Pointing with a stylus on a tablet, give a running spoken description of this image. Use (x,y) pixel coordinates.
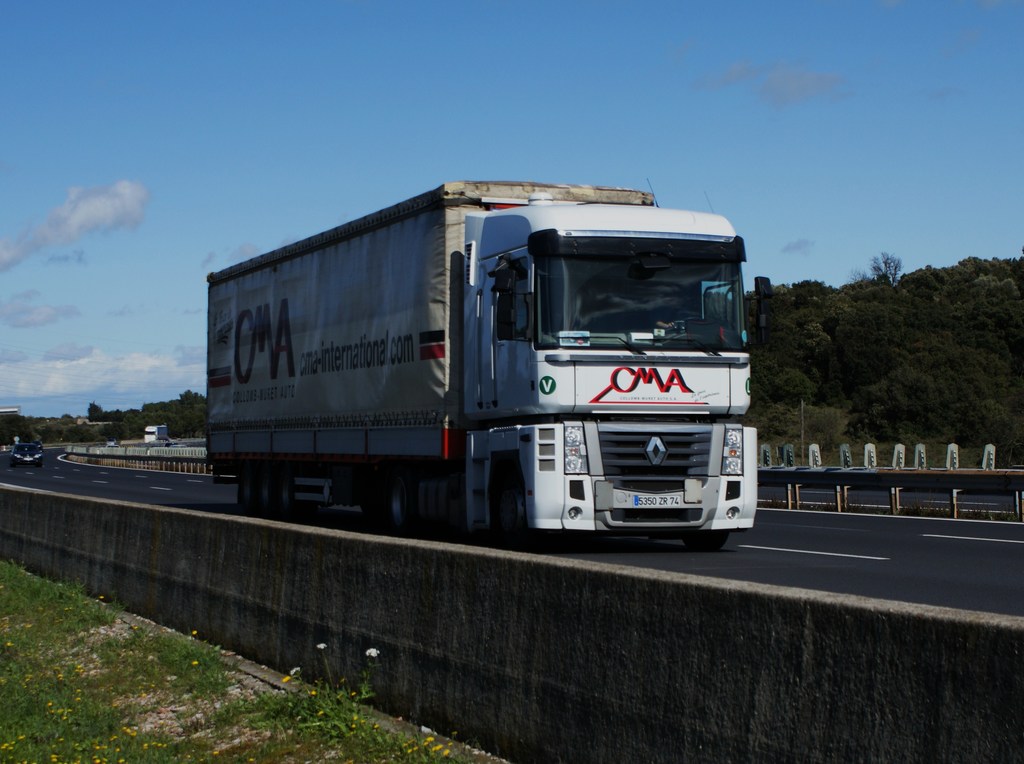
In this image in the front (137,656) there's grass (171,658) on the ground (184,673) and there are flowers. In the center (404,405) there is wall (470,566) and there are vehicles (239,450) moving on the road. In the background (982,360) there are trees (828,379), there is a metal fence (842,475) and the sky (125,264) is cloudy.
